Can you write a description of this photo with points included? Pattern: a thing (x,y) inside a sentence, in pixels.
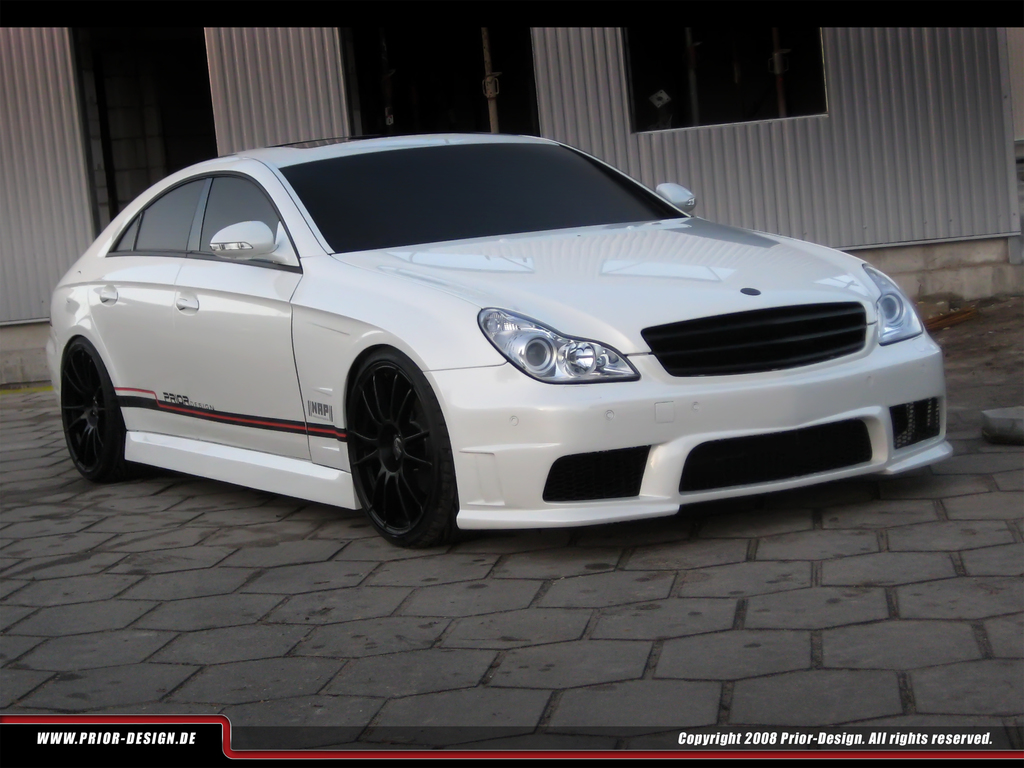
In this picture I can see a car (620,245), and in the background (412,114) it looks like a house (746,135), and there are watermarks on the image.
